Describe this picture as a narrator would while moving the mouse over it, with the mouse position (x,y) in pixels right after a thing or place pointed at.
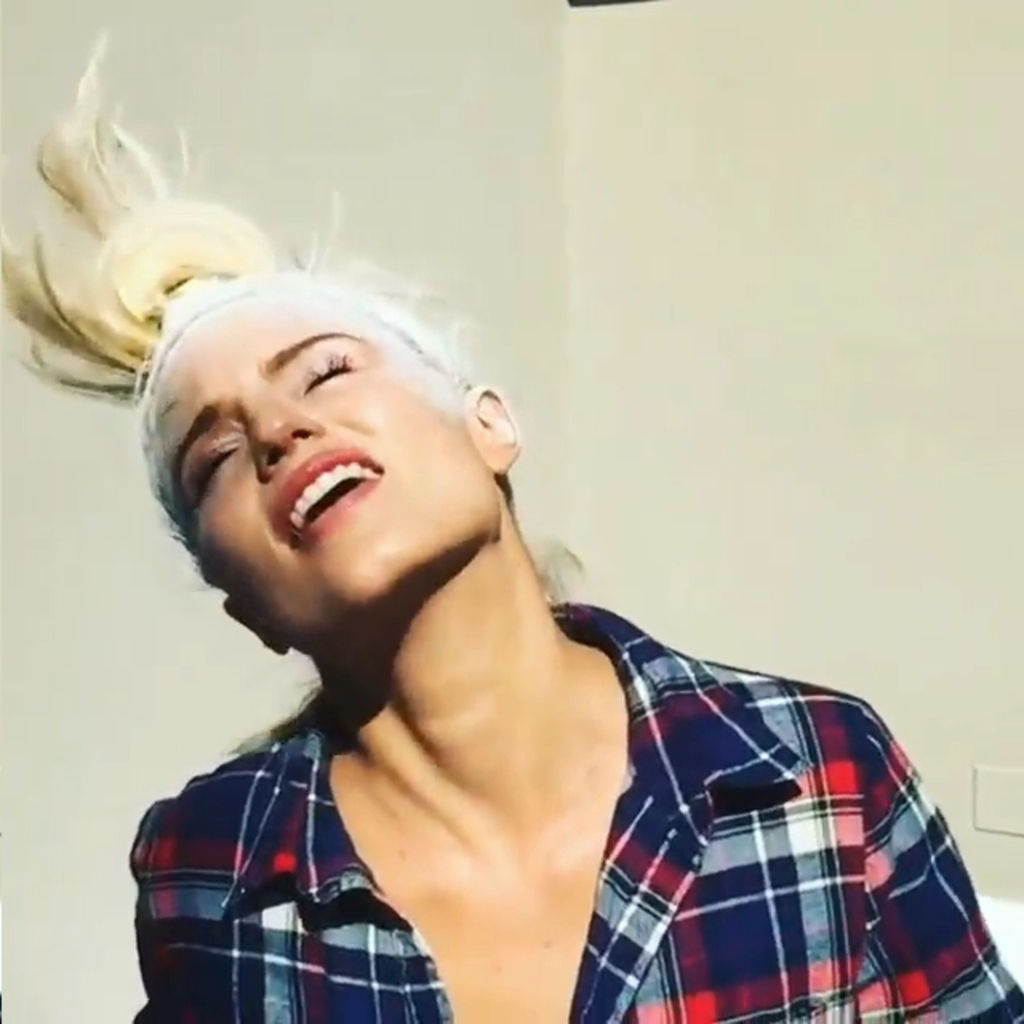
There is a woman (172,421), she tied her hair (171,257) up and she is wearing a check shirt (762,893).
